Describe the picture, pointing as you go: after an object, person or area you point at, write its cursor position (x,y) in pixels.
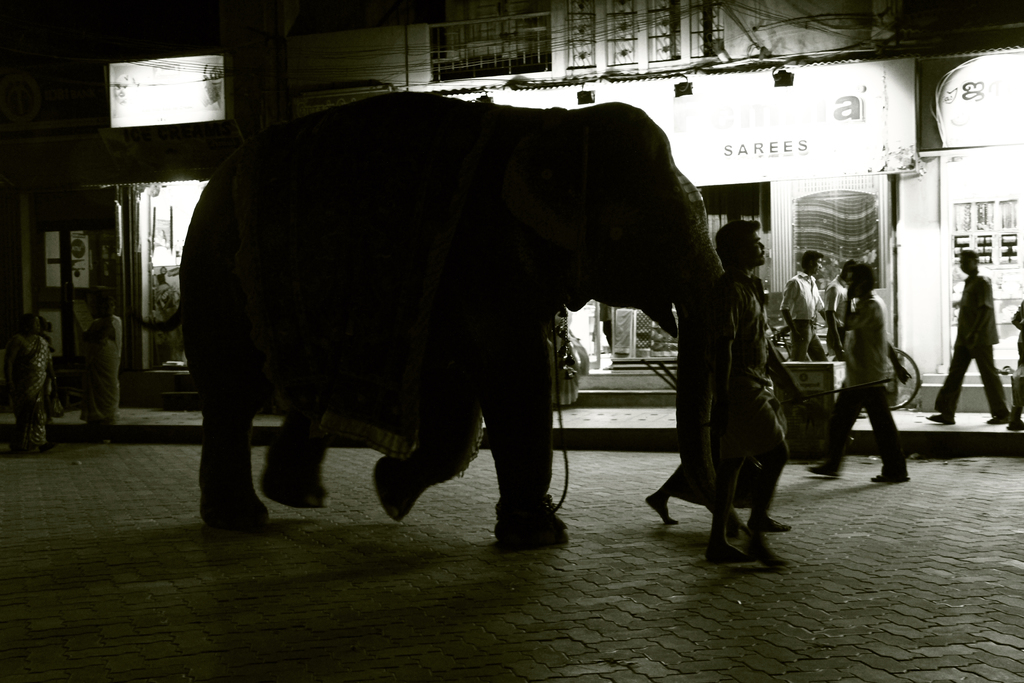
In this image, we can see some persons (898,467). There is an elephant (541,429) in the middle of the image (547,316). In the background of the image (819,187), we can see a wall (243,51).
